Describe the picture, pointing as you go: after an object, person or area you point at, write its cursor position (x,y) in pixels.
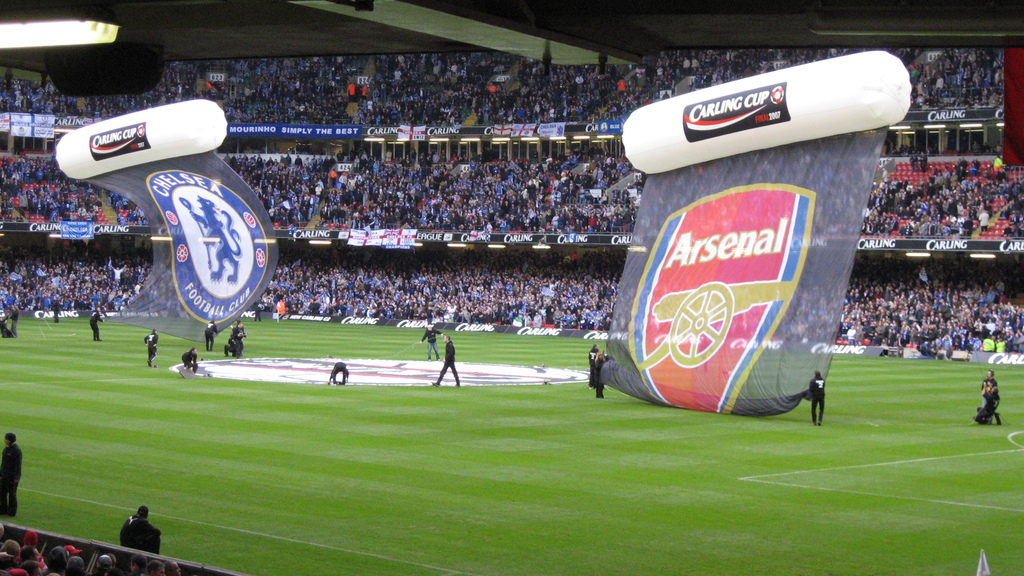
In this image at front (650,428) there is a ground (313,472) and people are walking on the ground (263,461). We can see some people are holding inflatables (800,199). At the backside (425,271) people (469,261) are sitting on the chairs (490,188). At the left side of the image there is a light (9,25).
